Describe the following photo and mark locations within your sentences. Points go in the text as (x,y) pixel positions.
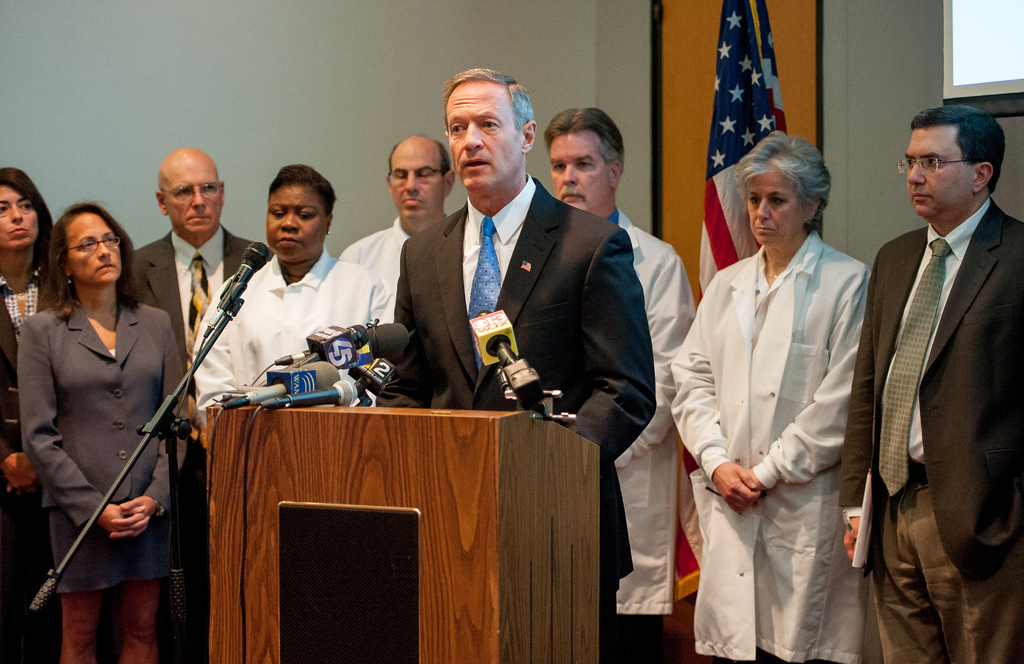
In this picture there is a person (567,348) standing behind the podium (558,454) and he is talking and there are microphones (394,366) on the podium (532,490). At the back (85,309) there are group of people (46,275) standing and there is a flag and there is a screen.
